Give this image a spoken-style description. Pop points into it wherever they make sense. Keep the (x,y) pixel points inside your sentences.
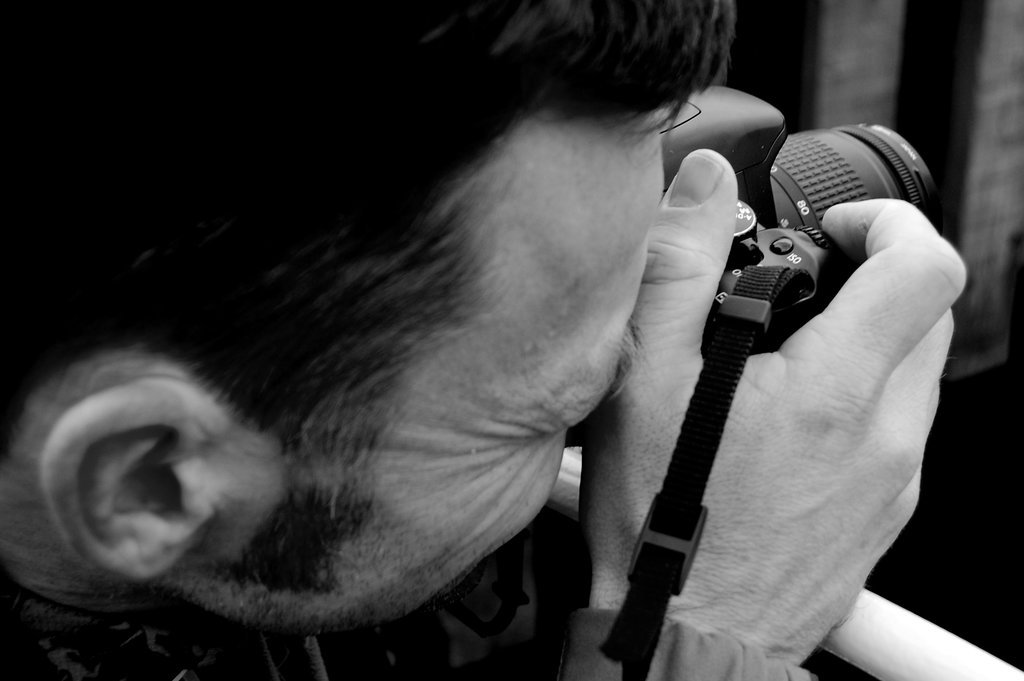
In the image we can see there is a black and white picture where a man (260,430) is holding a camera (793,253) in his hand (718,264).
